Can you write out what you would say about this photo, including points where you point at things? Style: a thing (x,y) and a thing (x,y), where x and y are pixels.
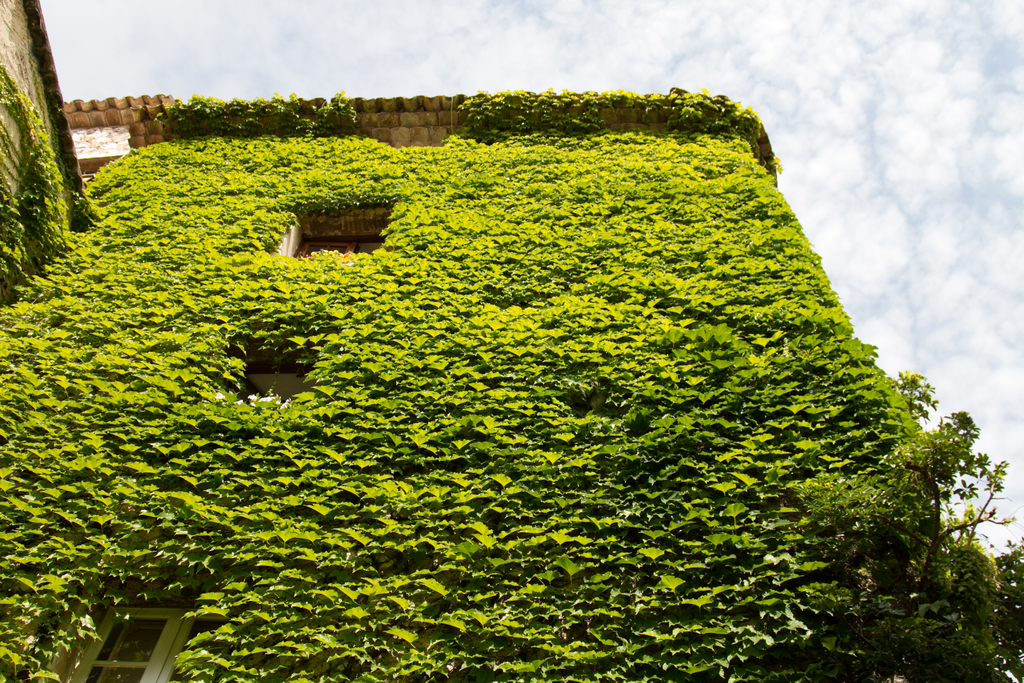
In this image in the center (387,312) there are leaves (456,448) on the house (287,419) and the sky (688,79) is cloudy.
